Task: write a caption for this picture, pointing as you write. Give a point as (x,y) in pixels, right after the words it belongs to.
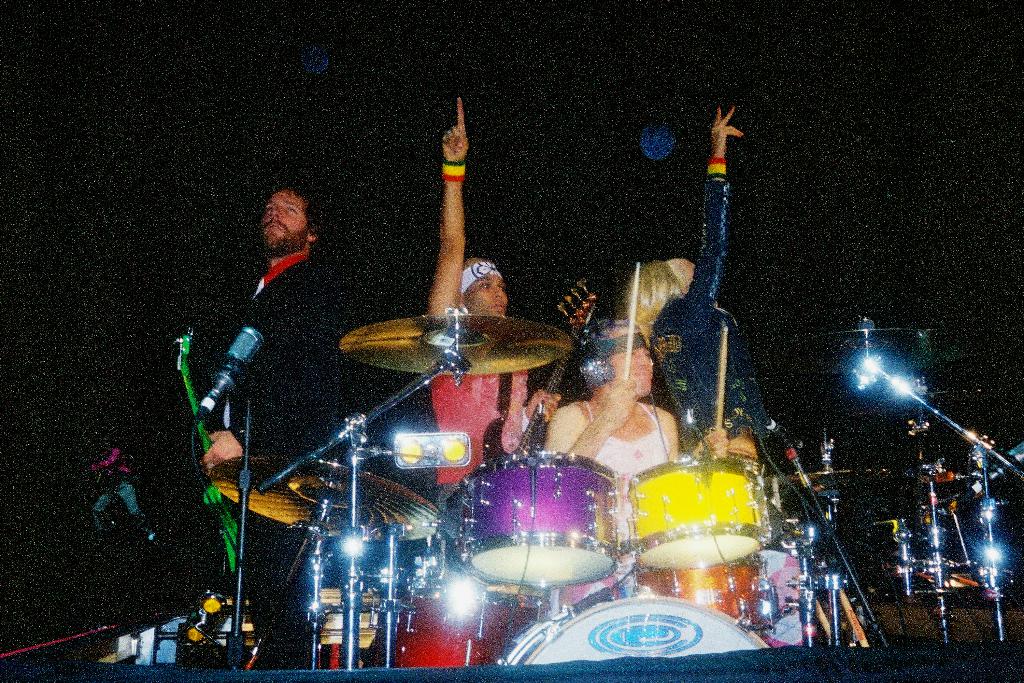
In this picture we can see four persons (477,397), there are microphones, cymbals (407,342), drums (686,575) present in the front (517,371), a person (527,415) in the middle (503,414) is holding a guitar (490,435), this person (639,469) is holding drum sticks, there is a dark background (630,11).
